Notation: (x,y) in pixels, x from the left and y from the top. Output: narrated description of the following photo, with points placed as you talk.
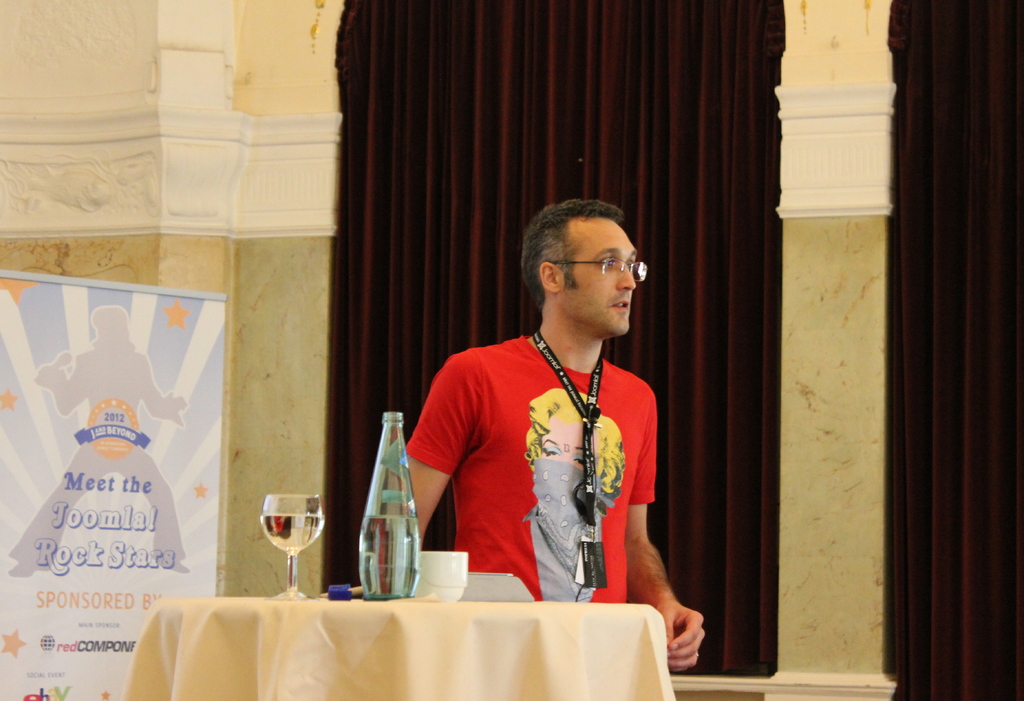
In this picture I can see there is a man (603,428) standing and he is wearing a ID card (567,375) and spectacles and there is a table (364,612) beside him, there is a bottle (389,562) and a glass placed on the table (617,638), there is a banner (111,439) and there is a curtain (975,302) into right and there is a pillar (857,282).
